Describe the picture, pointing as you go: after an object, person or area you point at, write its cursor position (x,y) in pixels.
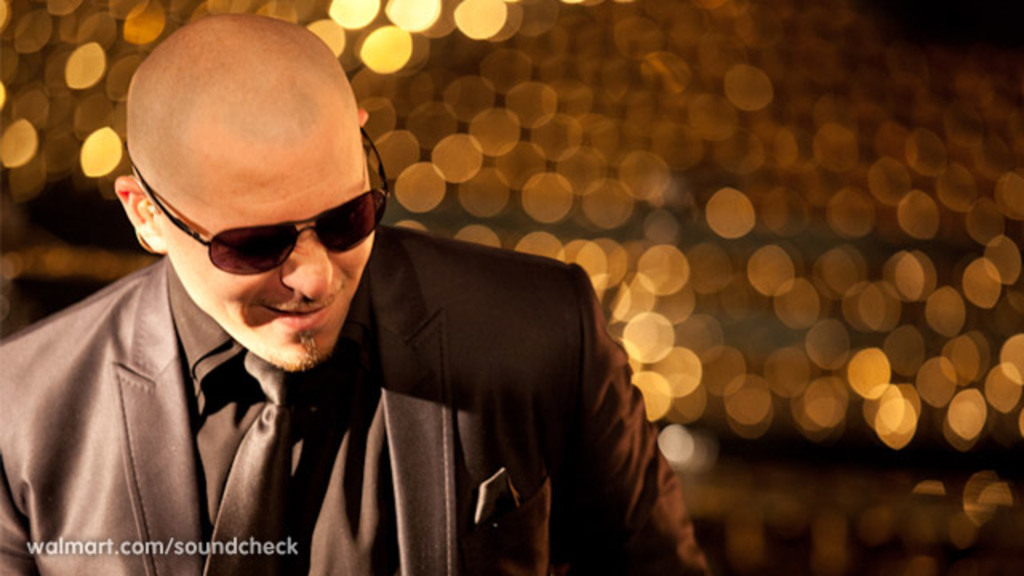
In this image, I can see a person (324,403) with goggles (222,248). In the background (501,166) there are lights (665,271), which are looking blur. In the bottom left corner of the image (268,553), I can see a watermark (232,544).
